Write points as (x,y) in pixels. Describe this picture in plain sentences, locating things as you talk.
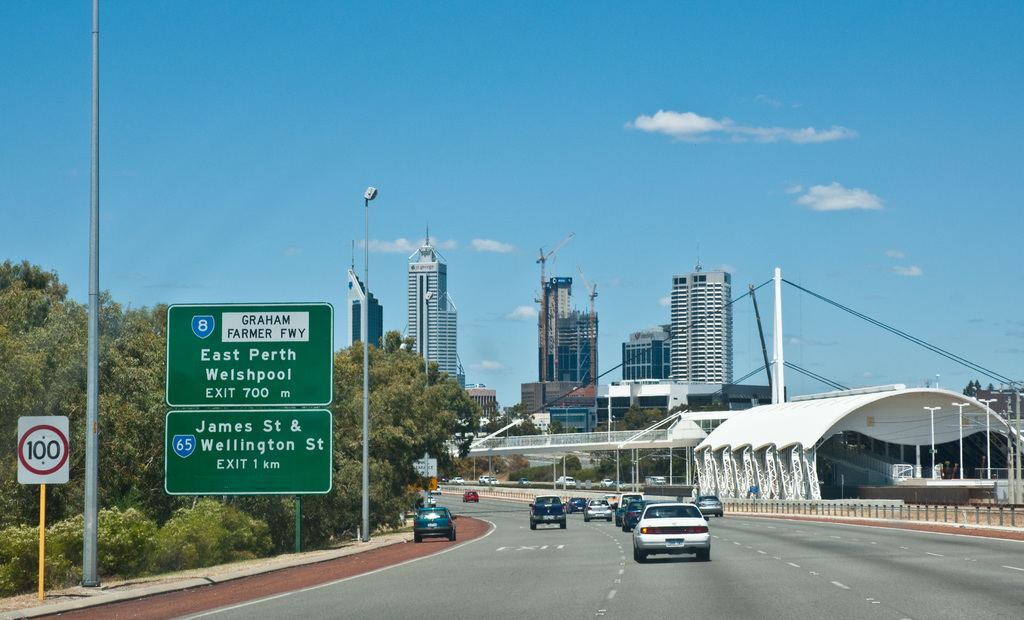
In this image there are few buildings (532,399), trees (434,455), few vehicles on the road (723,576), a curved roof (753,488), electric poles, sign boards (202,427), a fence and some clouds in the sky (585,218).
